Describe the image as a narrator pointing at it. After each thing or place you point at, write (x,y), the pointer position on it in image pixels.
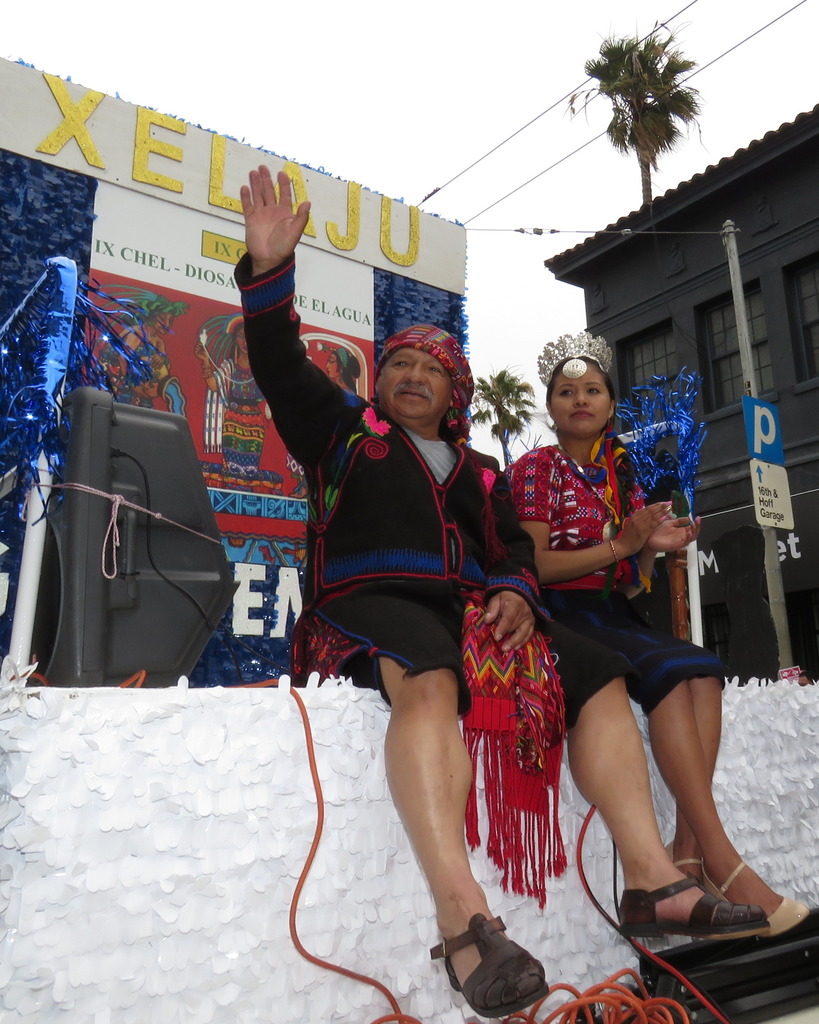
In this image there are persons (541,607) sitting on wall (321,709) holding objects (502,700) which are red and blue in colour. On the right side (755,253) there is a pole (735,247) and there is a building (747,260) and there are trees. In the background (196,411) there is a banner (97,237) with some text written on it and on the left side (151,578) in the front (150,573) there is an object (125,590) which is black in colour and the sky (363,66) is cloudy.
